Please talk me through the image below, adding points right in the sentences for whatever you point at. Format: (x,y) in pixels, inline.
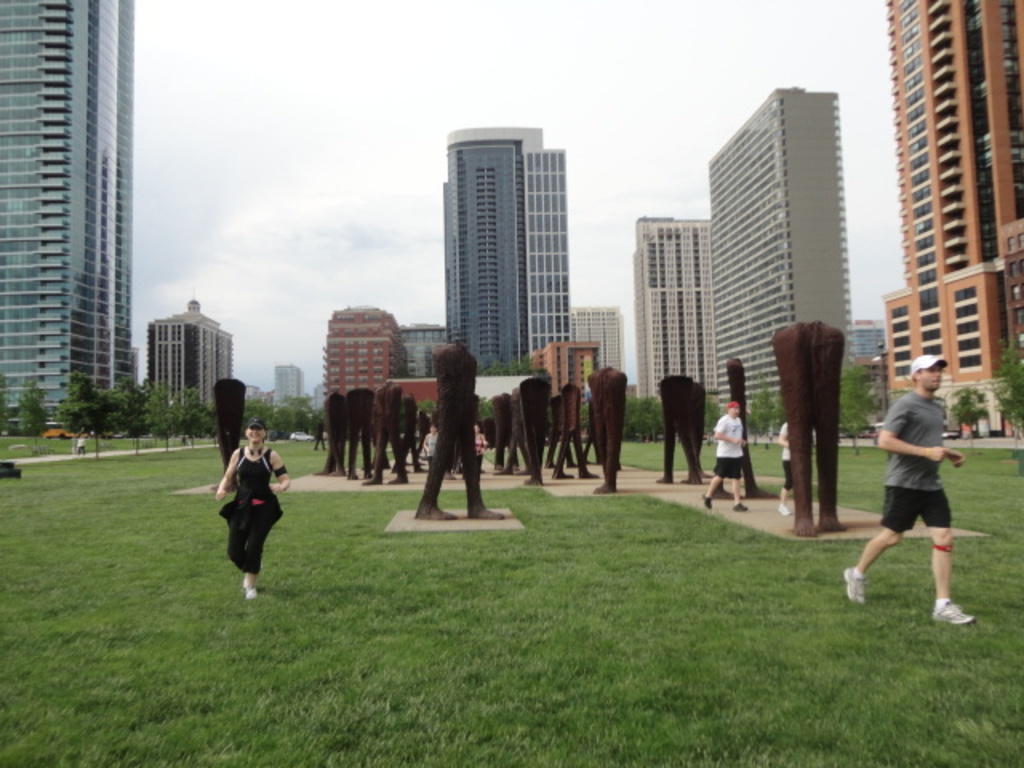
In the center of the image (669,445), we can see sculptures (445,452) and there are people (718,469) running and in the background (764,210), there are buildings (129,334), trees (89,378) and poles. At the bottom (467,652), there is ground (506,666) and at the top (421,44), there is sky (458,44).
